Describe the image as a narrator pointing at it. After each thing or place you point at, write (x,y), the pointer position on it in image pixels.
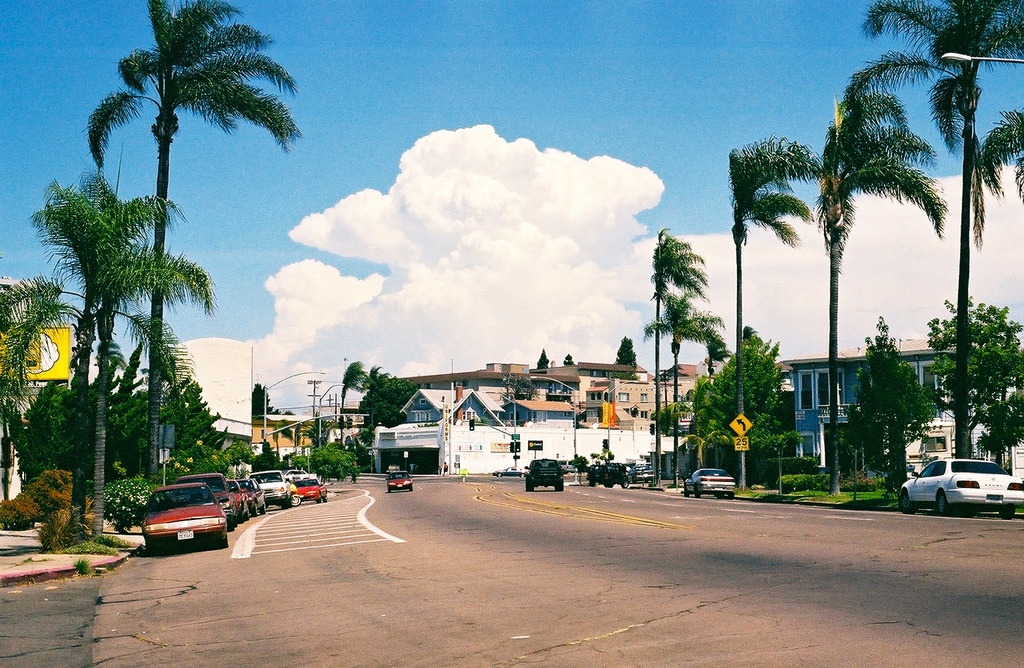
In the image there is road (490,537) in the middle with few vehicles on either side of it followed by trees (182,468) and buildings (634,396) behind it and above its sky (467,71) with clouds (400,206).
